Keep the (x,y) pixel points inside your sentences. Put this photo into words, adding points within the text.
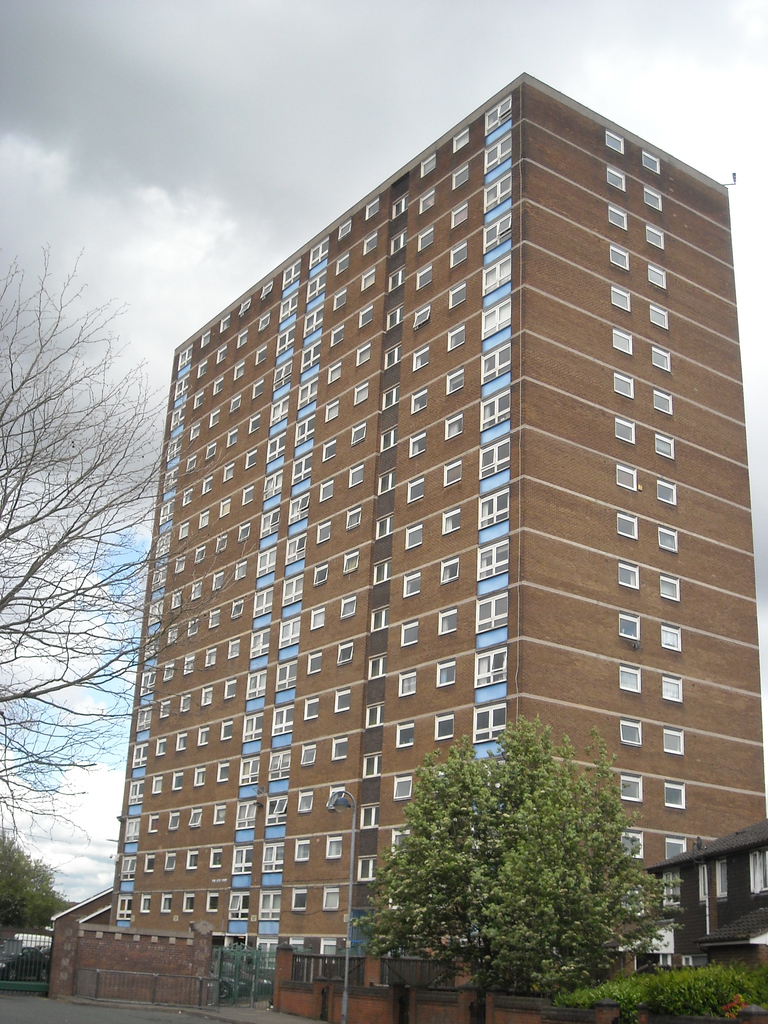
In this image we can see a building (426,537) and a house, there are some trees (407,927), gates (251,961), plants (716,996), fence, windows (350,226) and wall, in the background (194,93) we can see the sky (232,88) with clouds (324,79).
